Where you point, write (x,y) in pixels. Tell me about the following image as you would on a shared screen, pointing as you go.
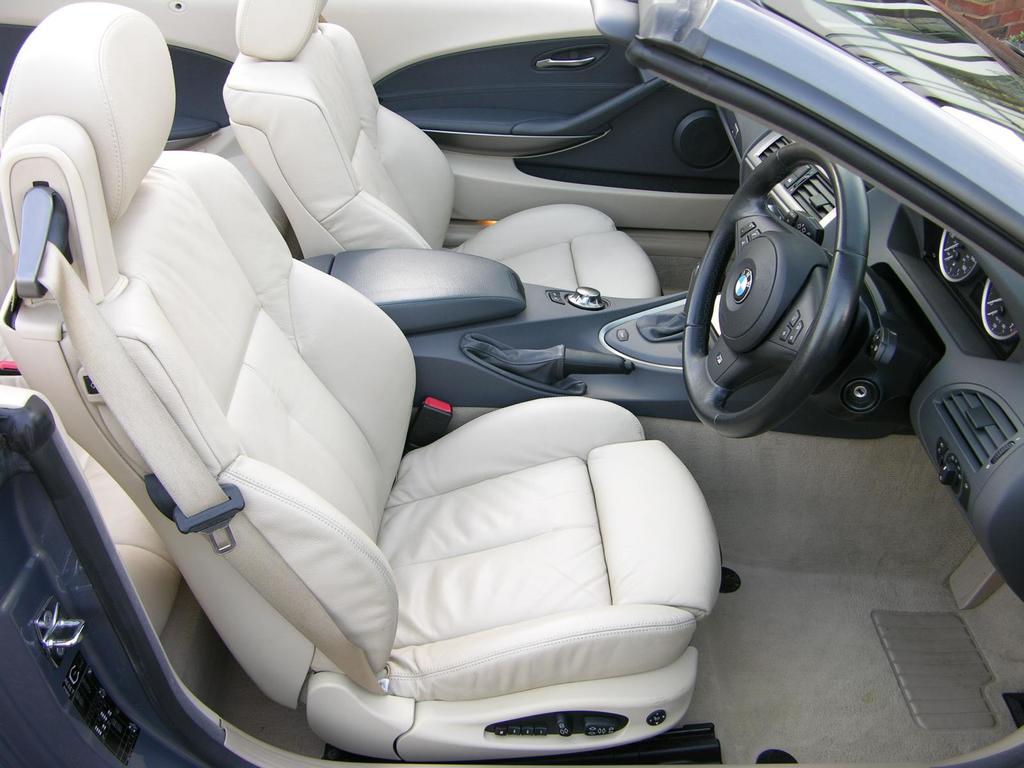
In this image we can see an inner view of a car (423,572) containing seats (463,545), steering (765,396) and a gear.
